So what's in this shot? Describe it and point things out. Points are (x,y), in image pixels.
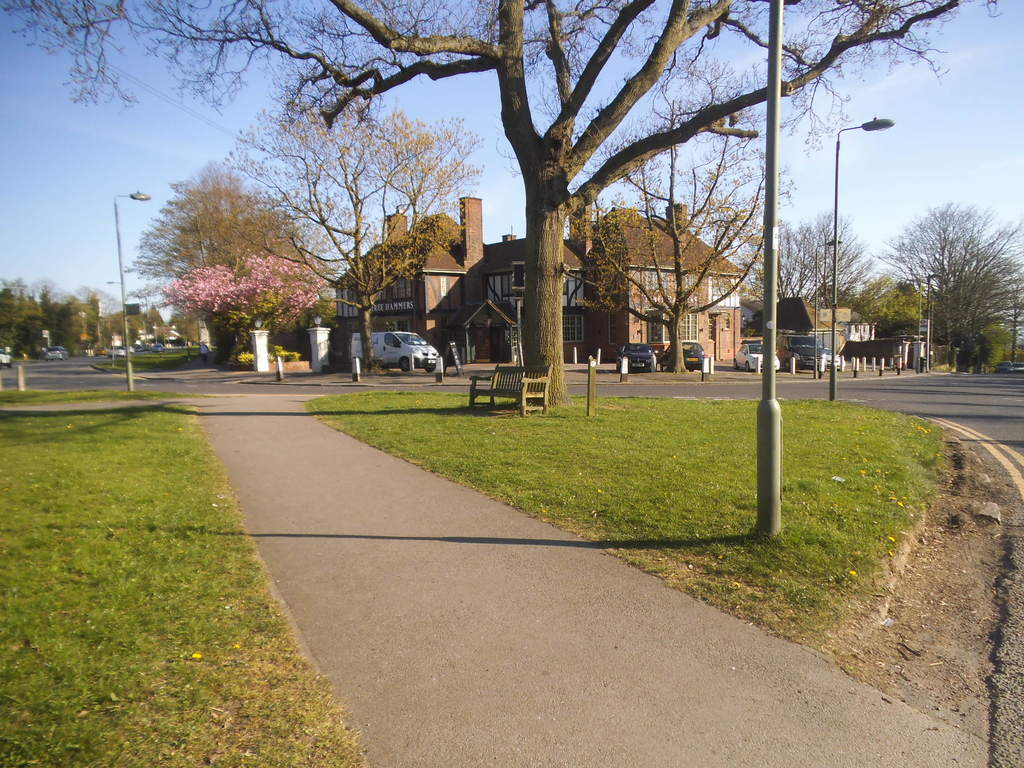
We can see grass (571,433), lights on poles (778,464), bench (521,408), tree (532,355) and road (4,379). In the background (762,288) we can see buildings (638,243), vehicles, trees (666,303) and sky (98,155).
